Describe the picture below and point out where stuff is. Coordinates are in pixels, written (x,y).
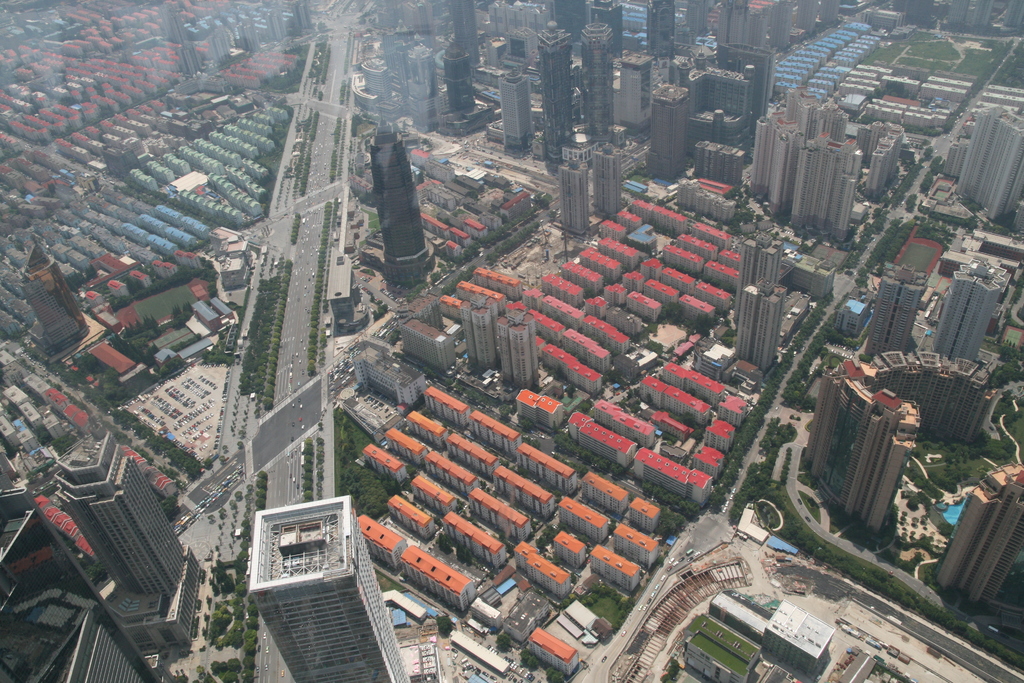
in this picture there are buildings (769,139), trees (354,479) and roads (307,309).
